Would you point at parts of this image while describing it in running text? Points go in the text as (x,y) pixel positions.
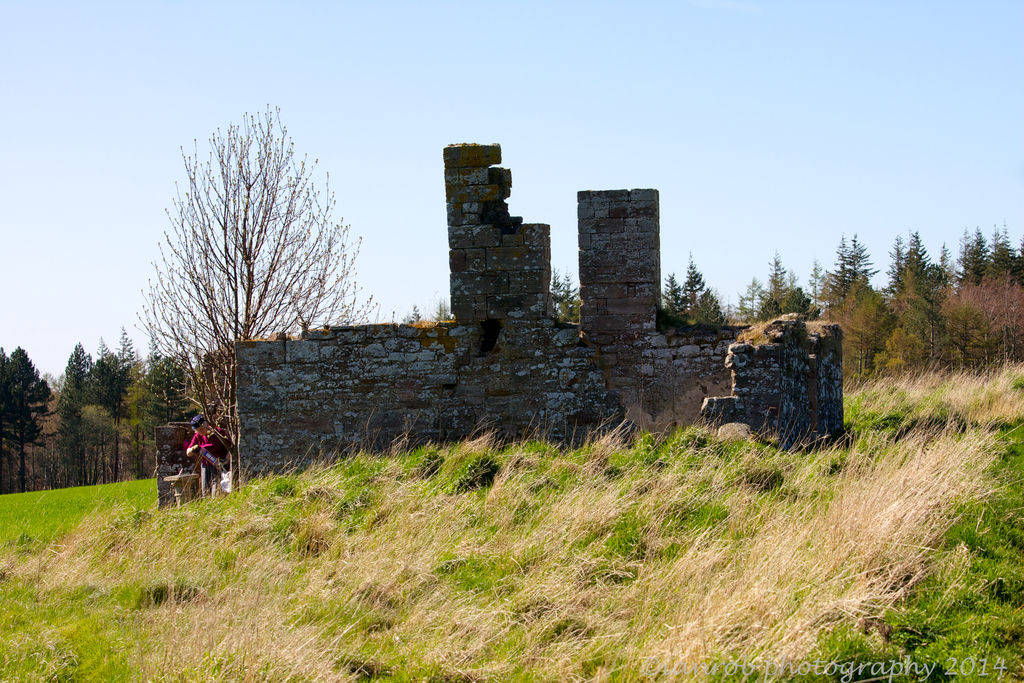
This is the picture of a place where we have a person (192,444) beside the wall (308,444) on the grass floor (308,502) and also we can see plants (308,502) and trees (140,444).
